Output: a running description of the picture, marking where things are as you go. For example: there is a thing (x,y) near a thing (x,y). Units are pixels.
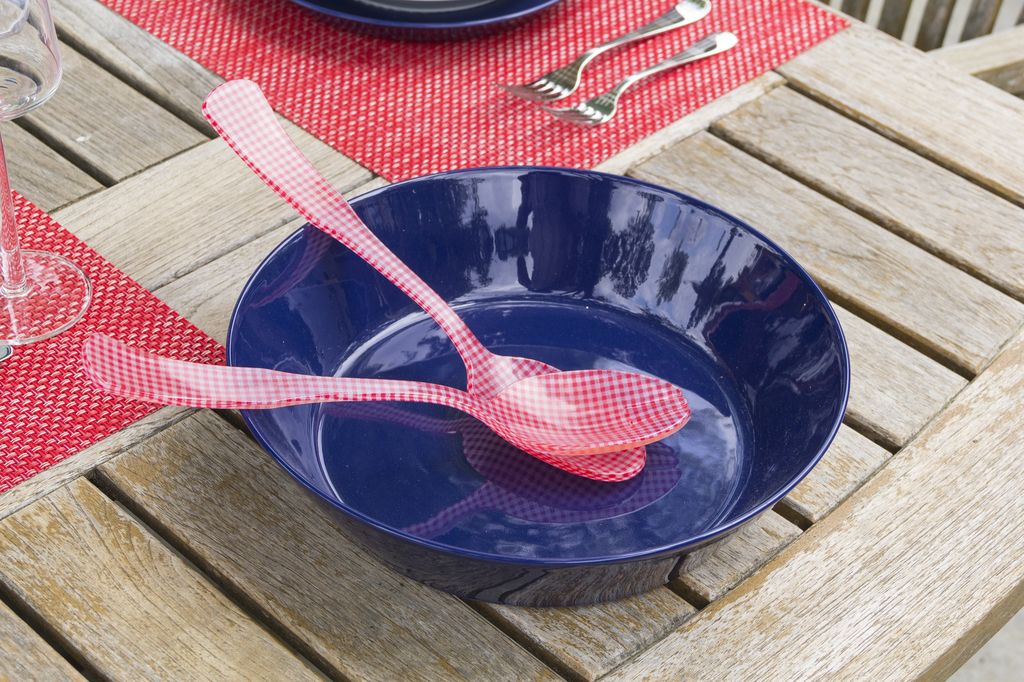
There is a bowl (656,219) and these are the spoons (349,228). There are forks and this is table (911,498). And these are the mats (12,400).
